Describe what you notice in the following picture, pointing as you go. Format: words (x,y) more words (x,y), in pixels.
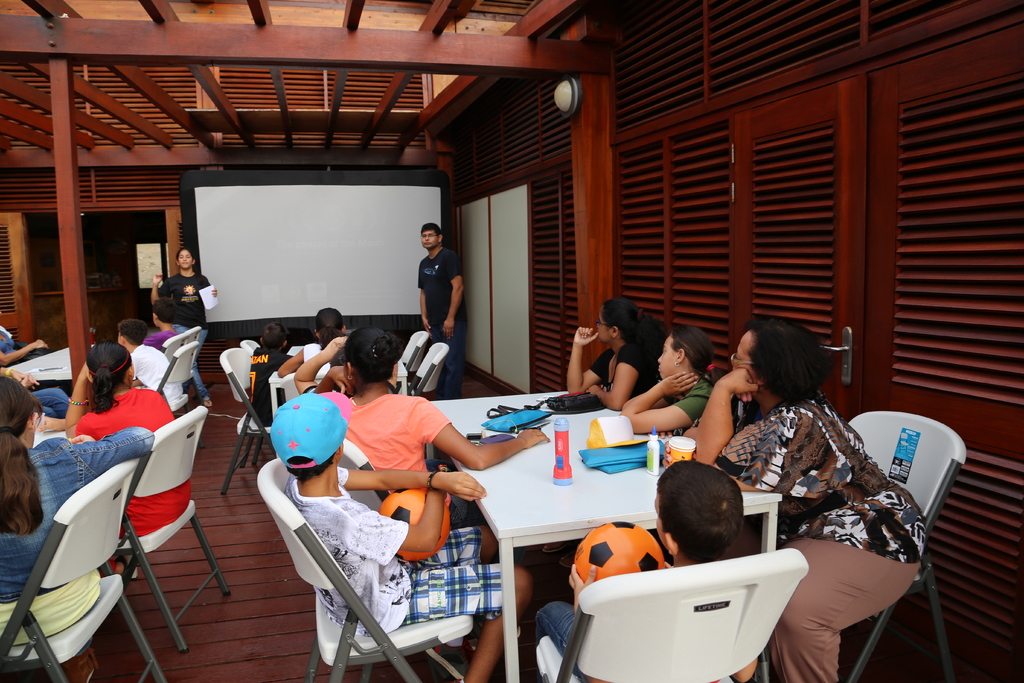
Here we can see a group of people (109,431) sitting on chairs (766,631) with tables (506,473) in front of them and there are couple of people (177,273) standing and speaking to them and there is a board (283,289) in the middle (396,317) and we can see in the front (434,491) children (405,479) holding footballs (586,563) in the hand (442,492) and there are doors (882,173) present.
